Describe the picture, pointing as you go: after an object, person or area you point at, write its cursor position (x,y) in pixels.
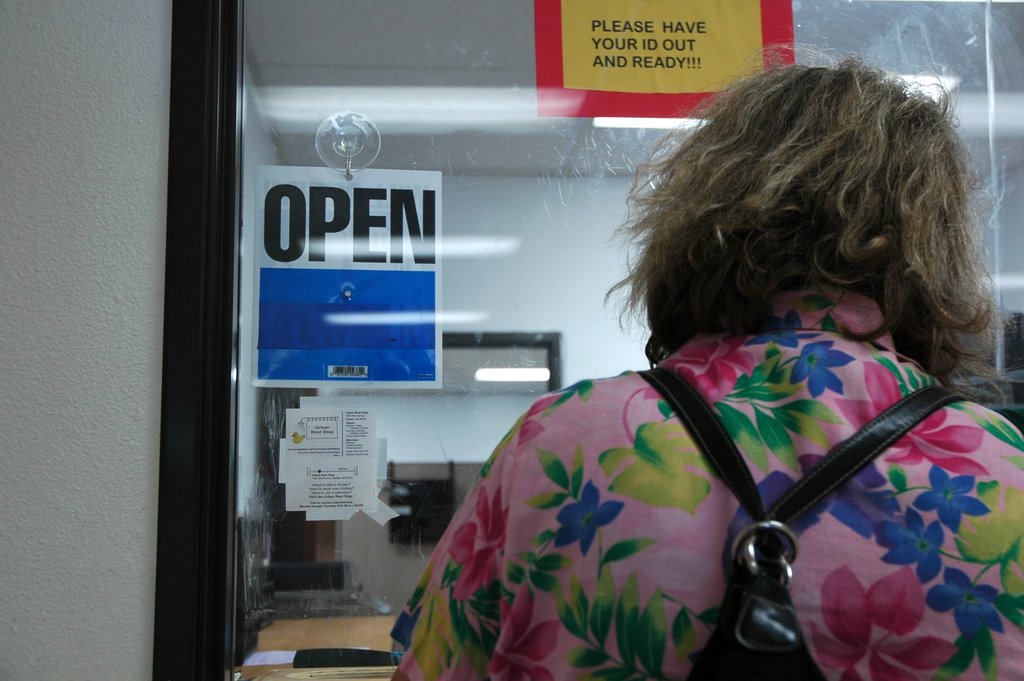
In this image I can see a person (1011,543) standing, wearing a black bag (735,642) and facing his back (836,625). There is a building (391,14) which has glass windows (483,114) and posters (374,386) are attached on it.
